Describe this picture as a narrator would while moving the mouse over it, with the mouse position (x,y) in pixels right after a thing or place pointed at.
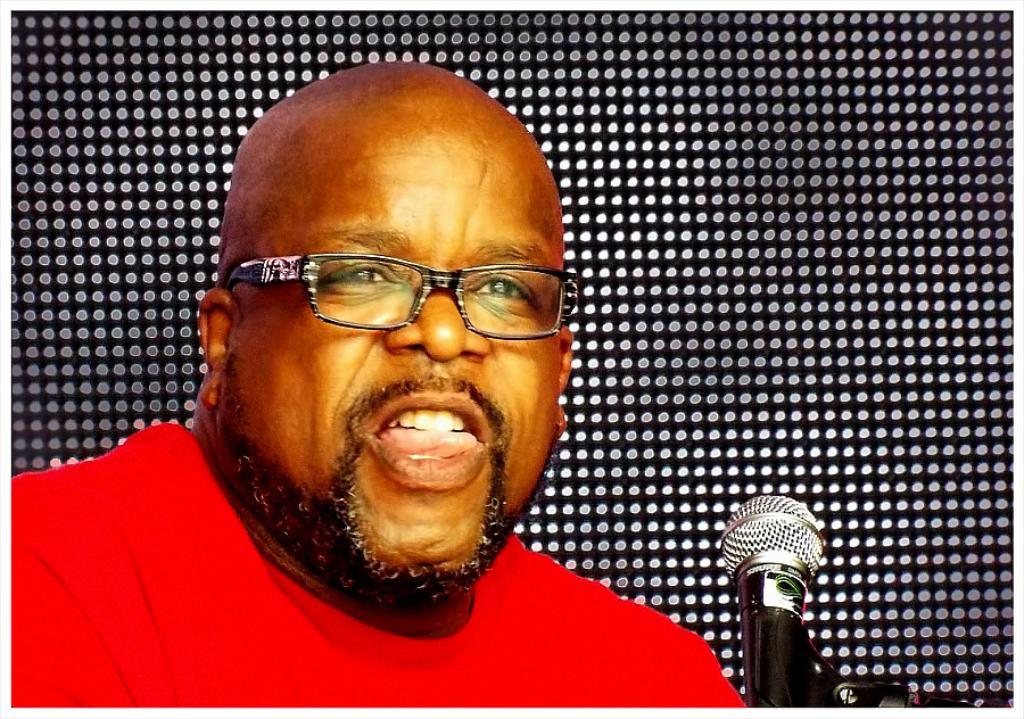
In this image, we can see a person (203,601) wearing spectacles (301,270). We can also see a microphone (751,614). We can see the black colored background with white dots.
